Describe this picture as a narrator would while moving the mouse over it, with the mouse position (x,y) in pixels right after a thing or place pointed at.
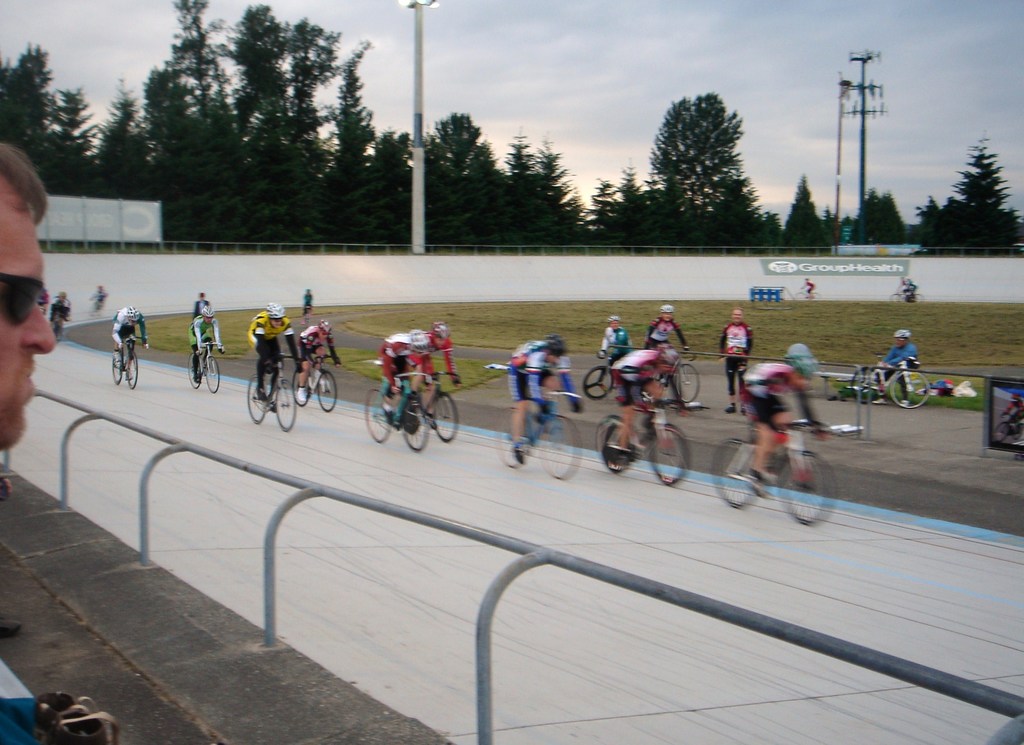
In this image, we can see people (523,363) and some are wearing sports dress (385,377), helmets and gloves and are riding on the bicycles (601,378). In the background (839,151), there are boards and we can see a bench (845,377), a stand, railings (164,242), poles (840,175), lights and there are trees (110,176). At the top (652,34), there is sky (556,36) and at the bottom (720,509), there is ground (926,318) and a road (631,538).
